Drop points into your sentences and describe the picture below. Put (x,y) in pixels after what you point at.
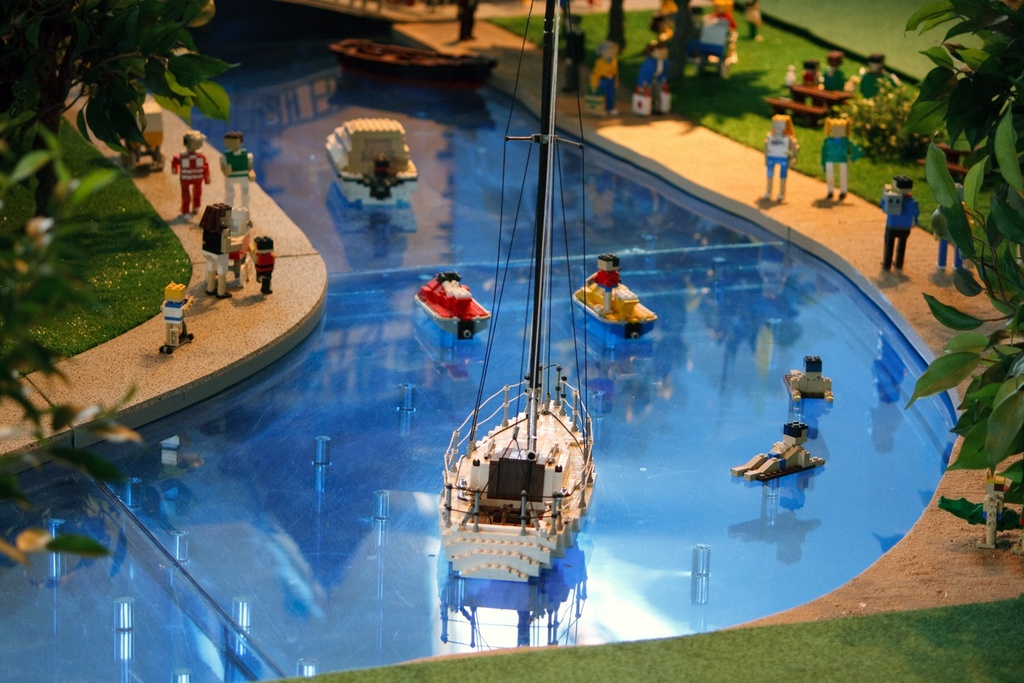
In this picture we can see a miniature (500,288).
